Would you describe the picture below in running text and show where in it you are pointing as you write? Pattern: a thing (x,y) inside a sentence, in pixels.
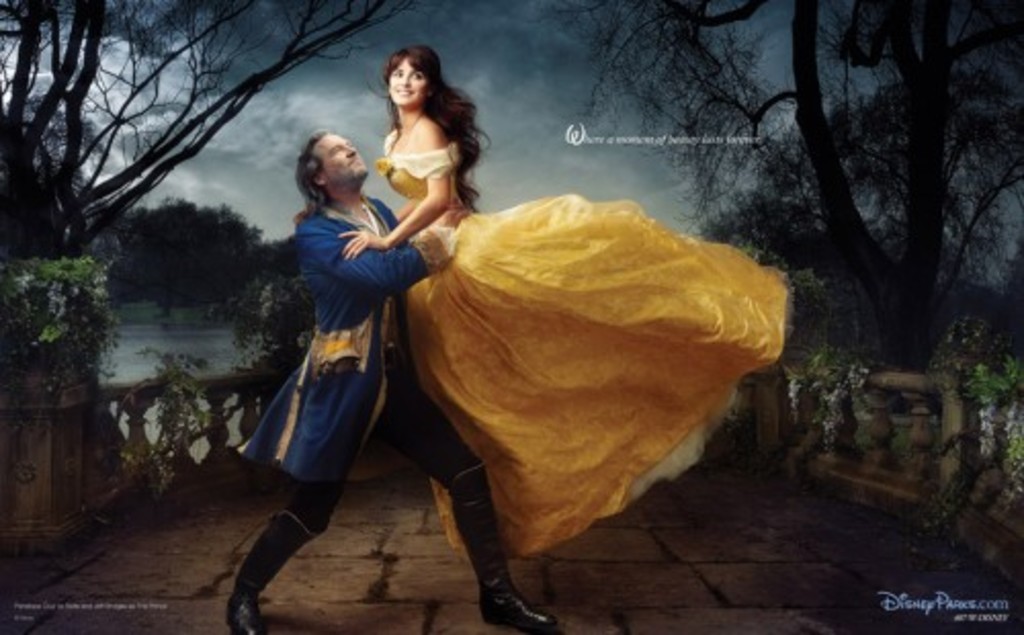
In this image, we can see a poster (394,388). Here a person (378,384) is lifting a woman (468,226). At the bottom (732,604), we can see surface (839,634). Background (967,465) there is a railing (967,518), few plants (43,341), trees (883,285), water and sky (535,166). In this image, we can see few watermarks (890,602).
